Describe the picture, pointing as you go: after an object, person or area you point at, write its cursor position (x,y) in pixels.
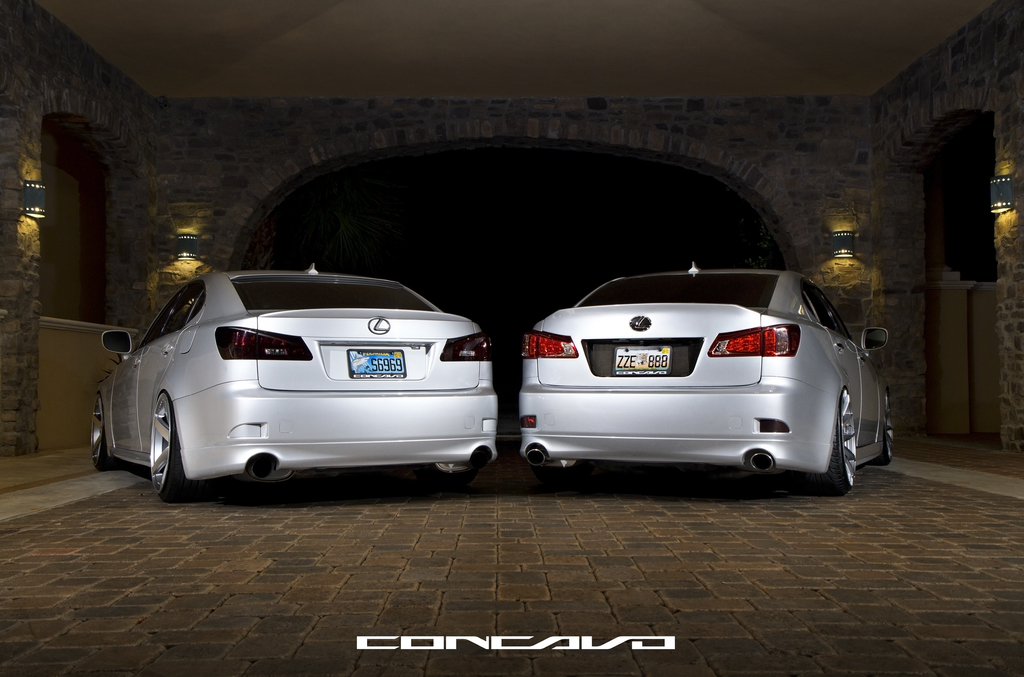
In the center of the image (382,383) we can see cars (601,359). In the background (226,260) there is an arch (490,112) and we can see lights (842,247) placed on the wall (149,235).
